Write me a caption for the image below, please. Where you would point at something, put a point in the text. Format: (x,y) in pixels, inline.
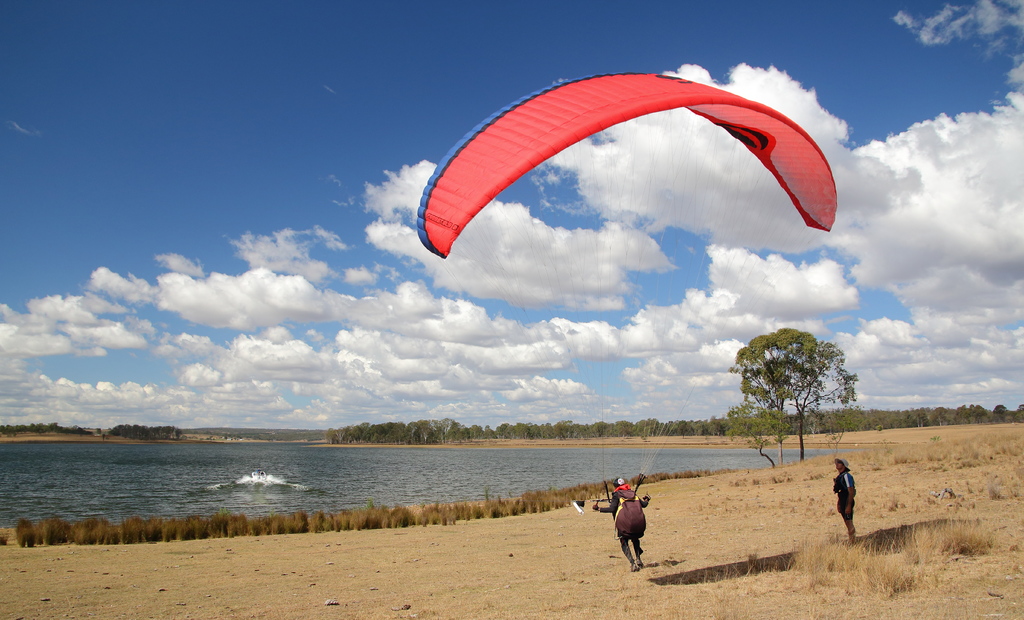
In this picture there is a man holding red color parachute (769,132), standing on the dry ground (652,532). Beside there is another man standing and looking him. Behind there is a lake (318,471) and some trees (735,427).
